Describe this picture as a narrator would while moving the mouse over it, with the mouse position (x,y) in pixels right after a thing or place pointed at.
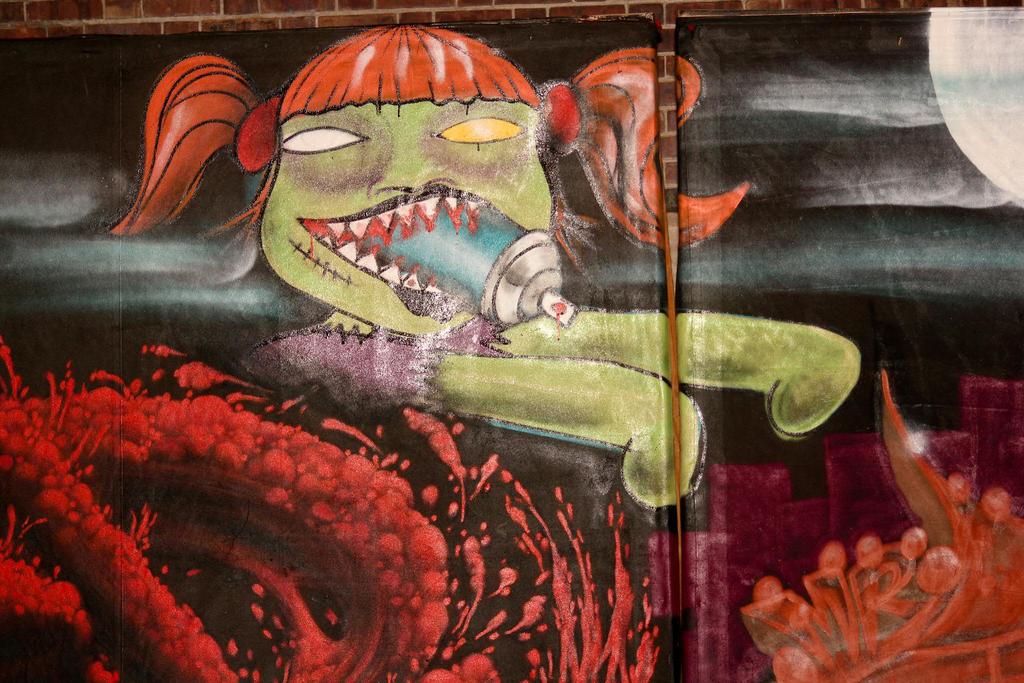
Here in this picture we can see a wall (601,5) and on that we can see a black colored chart (332,42) pasted with some kind of paintings (195,398) drawn on it over there.
